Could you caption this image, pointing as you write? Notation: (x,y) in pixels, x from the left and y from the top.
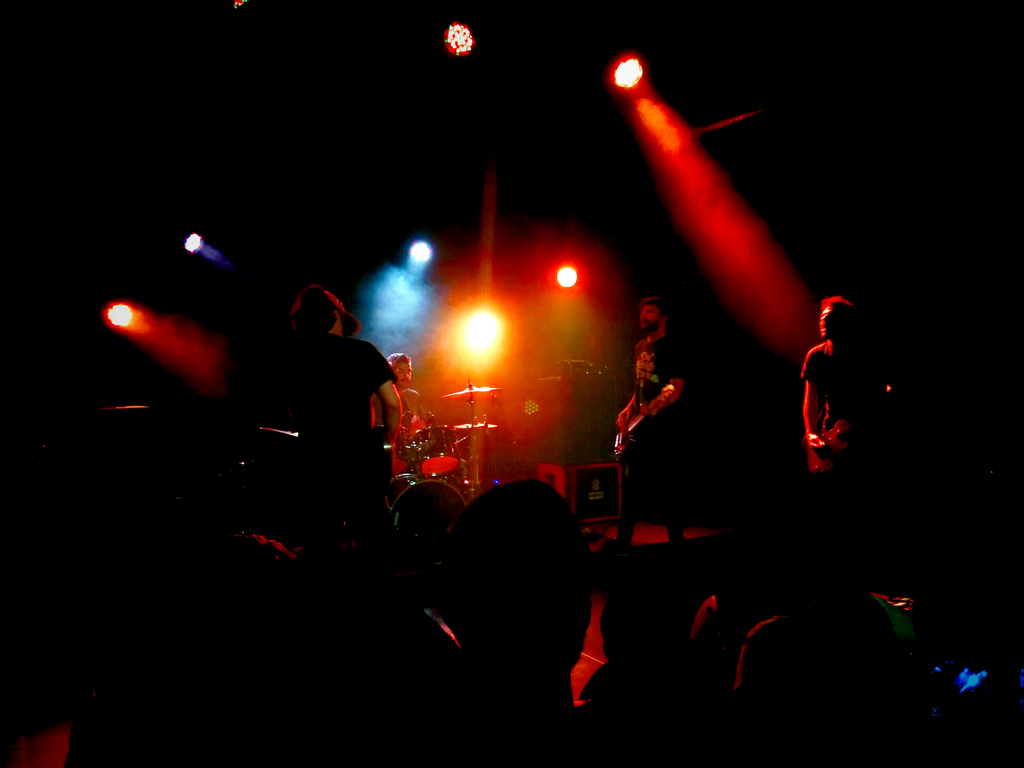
In this picture I can see group of people (487,559), there are drums (438,436), cymbals (492,424) to the cymbal stands (472,452), speakers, focus lights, group of people (809,431) standing and holding the musical instruments (827,435).
